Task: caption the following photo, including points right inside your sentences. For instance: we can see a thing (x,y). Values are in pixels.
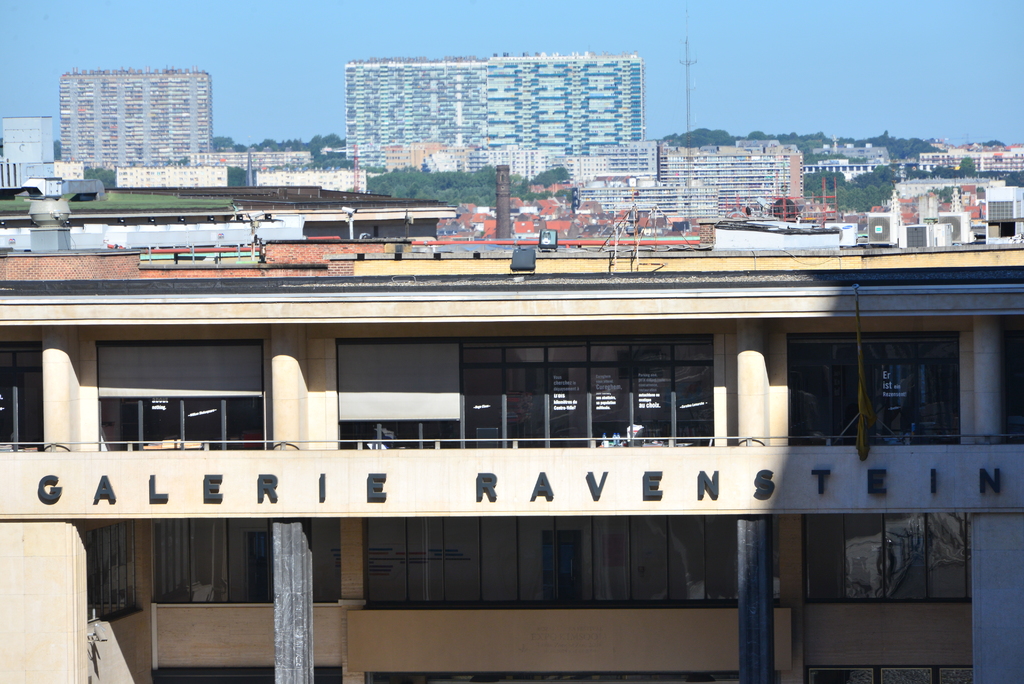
In this image, we can see some buildings (556,123). There is a 3D text (259,491) on the building (668,473). There is a sky (462,43) at the top of the image (480,21).
